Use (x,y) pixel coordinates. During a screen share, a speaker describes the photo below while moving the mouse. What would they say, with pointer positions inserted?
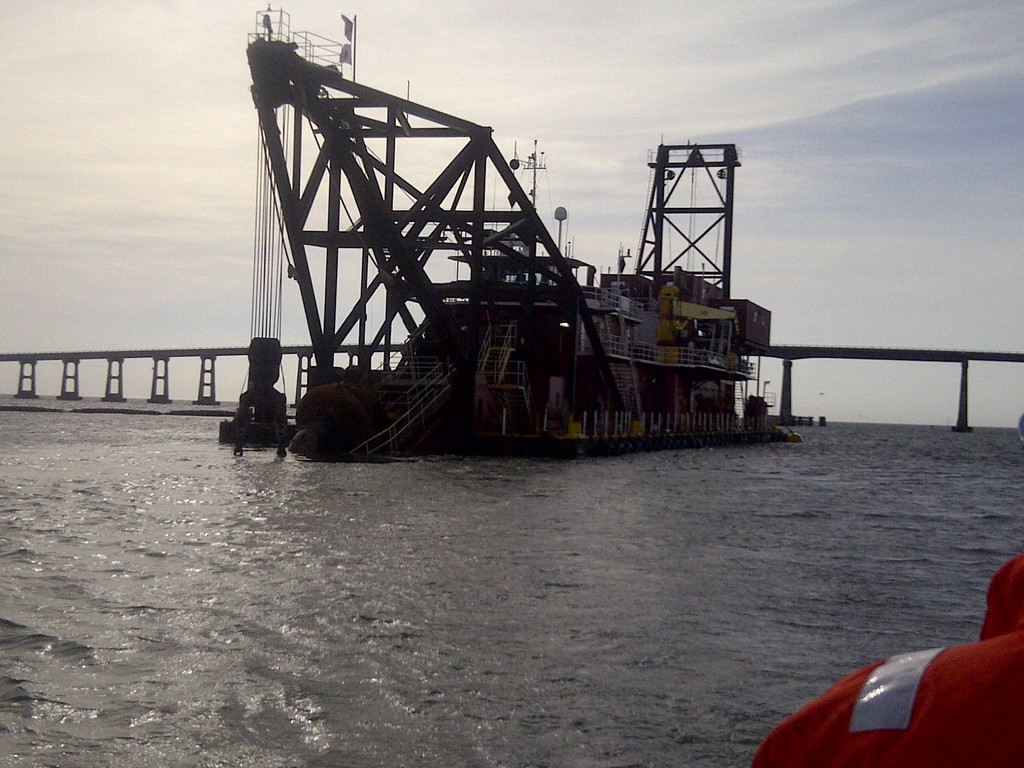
In the image there is a water surface (367,535), on the water surface (35,723) there is a ship (624,411), behind the ship (437,399) there is a bridge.
